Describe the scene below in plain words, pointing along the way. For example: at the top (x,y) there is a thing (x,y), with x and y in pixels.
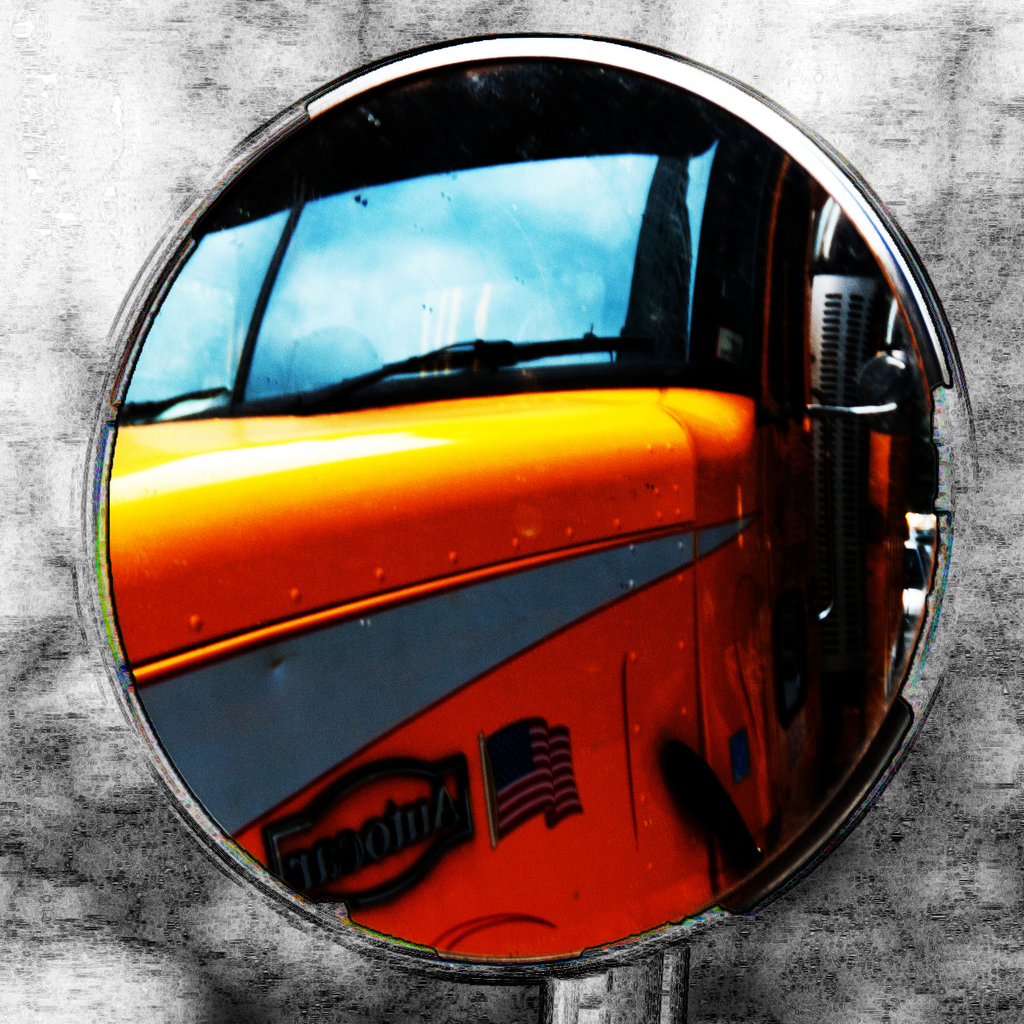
In this picture we can observe a mirror (714,767). Through this mirror (431,432) we can see a yellow color vehicle (489,540) and a sky (377,257) with clouds (370,290). The background (141,102) is in white and black color.
